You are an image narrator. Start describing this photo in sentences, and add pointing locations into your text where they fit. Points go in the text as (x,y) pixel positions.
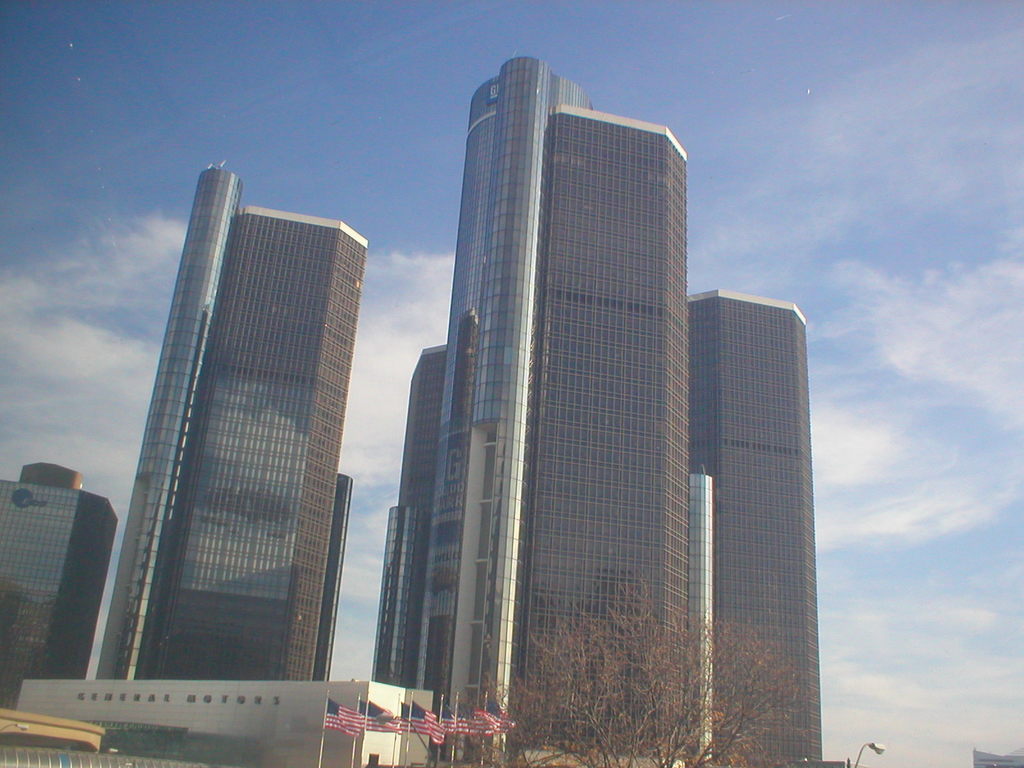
In this picture we can see skyscrapers (592,536) in the middle of the images. In the front (617,666) bottom side we can see some american flags (344,718) and dry tree (601,711). On the top (793,234) we can see the sky (791,156) and clouds (793,234).
